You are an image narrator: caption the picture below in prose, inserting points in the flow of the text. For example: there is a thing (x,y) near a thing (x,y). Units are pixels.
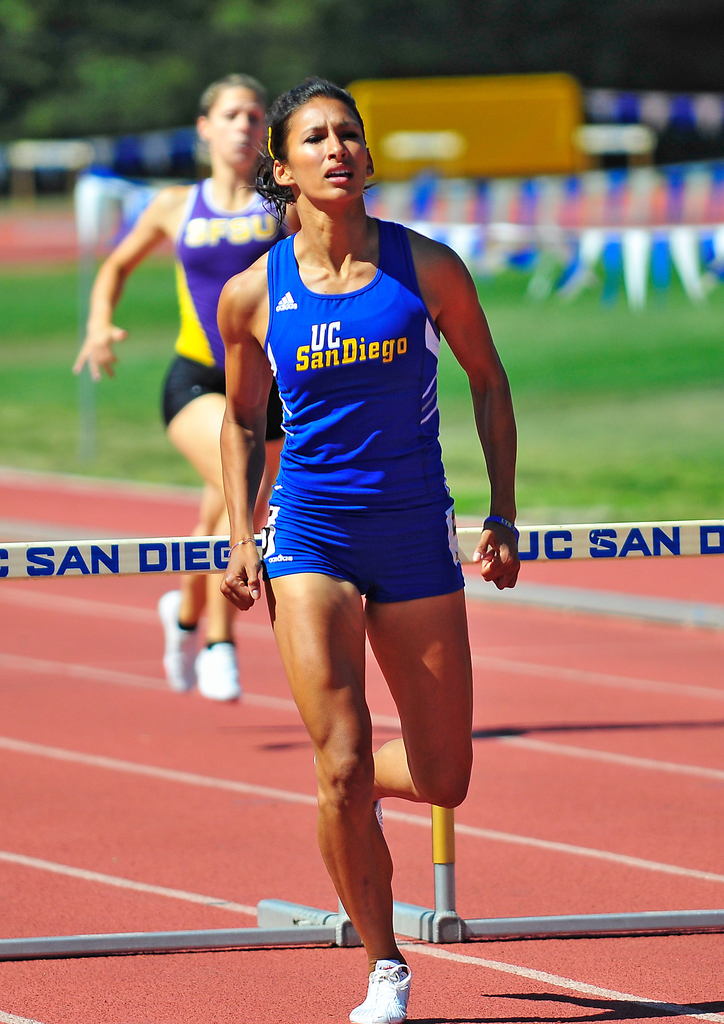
In the image few people (435,372) are running. Behind them there is fencing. Behind the fencing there is grass (723,462) and banners (455,178). At the top of the image (113,112) there are some trees (711,6).
